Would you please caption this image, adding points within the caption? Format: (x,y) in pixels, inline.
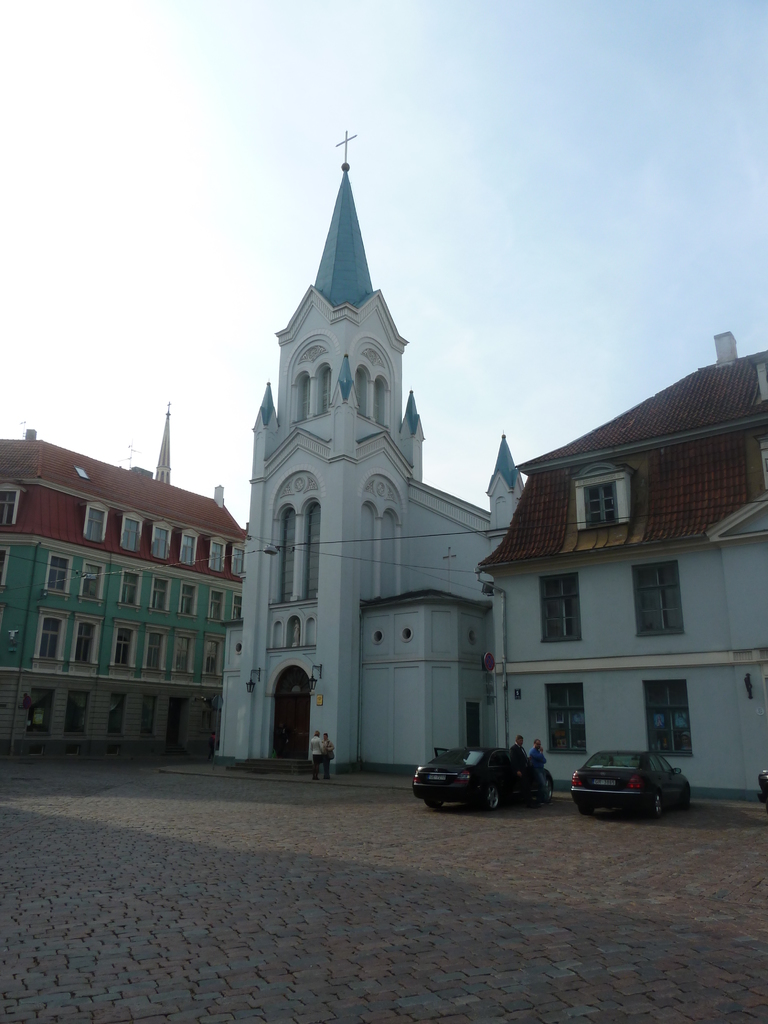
This picture shows few buildings (518,702) and we see couple of cars (506,782) parked and couple of them are walking and couple of them are standing and we see a cloudy sky (449,160).
